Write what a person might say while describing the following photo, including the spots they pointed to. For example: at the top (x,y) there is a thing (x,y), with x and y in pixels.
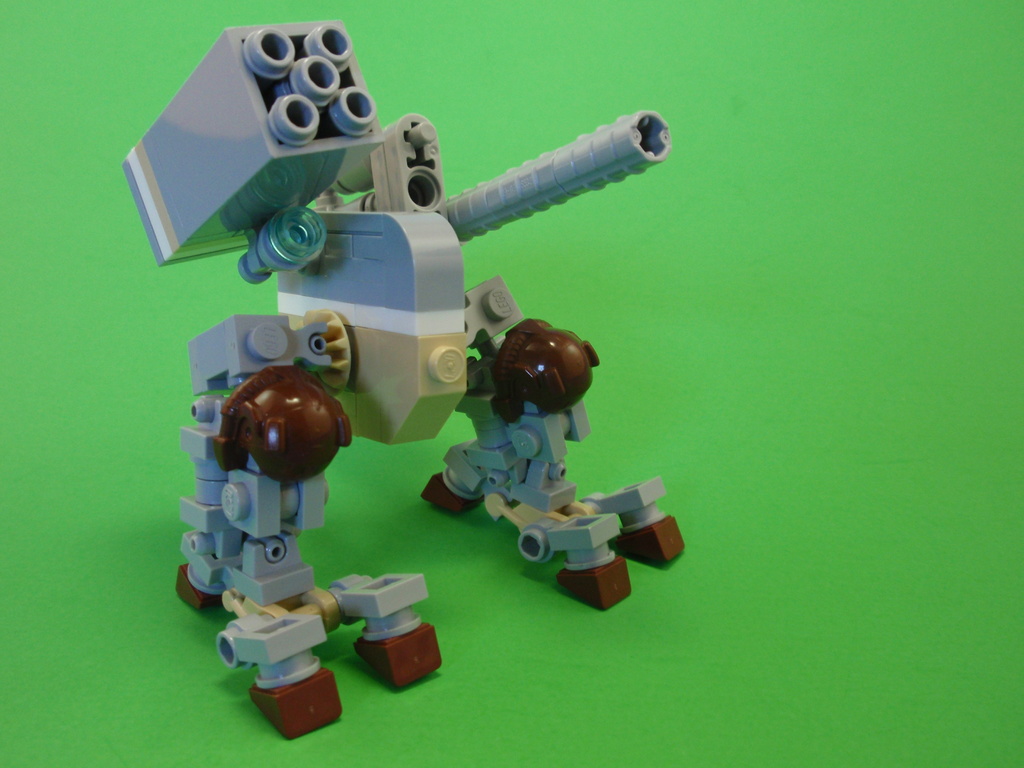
In this image we can see a robot (318,341) made with Legos (471,399).
